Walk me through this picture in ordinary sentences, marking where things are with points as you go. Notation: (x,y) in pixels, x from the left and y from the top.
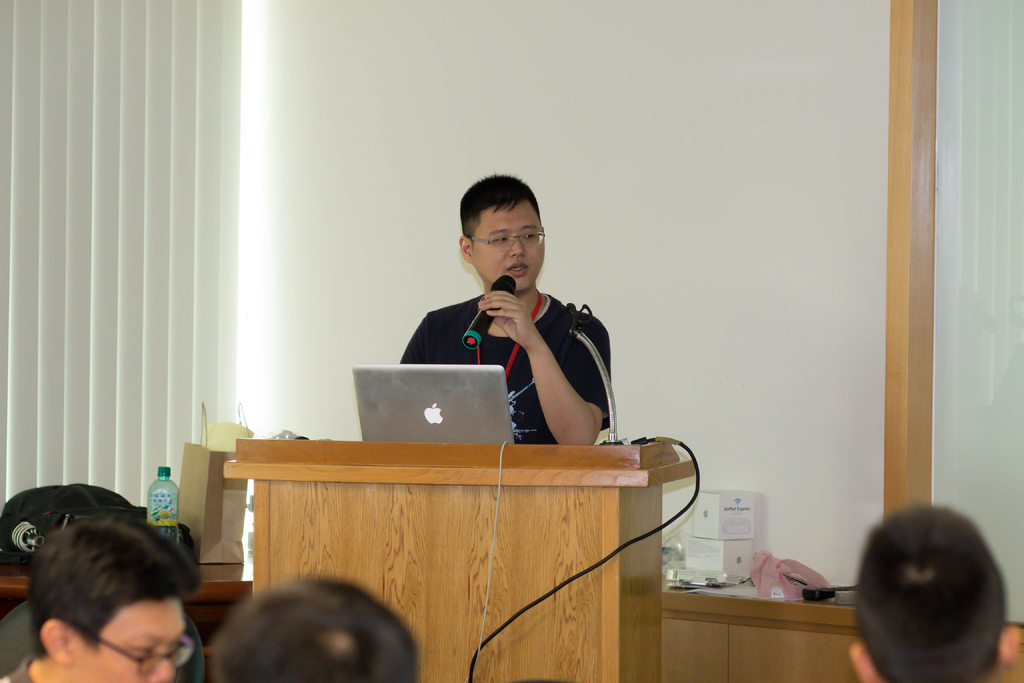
In this picture we can see there are heads (64,638) of three persons (234,652). In front of the persons (303,627) there is a podium (537,637). On the podium (413,561) there is a cable (498,486), laptop (464,431) and a stand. A man (527,331) is standing behind the podium (429,476) and he is holding a microphone (481,311). On the left side of the man (490,338) there is a table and on the table (211,575) there is a bottle (160,495), paper bag (203,479) and black bag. Behind the man (547,366) there are some objects (738,527), wall (442,97) and window shutters (187,138).
